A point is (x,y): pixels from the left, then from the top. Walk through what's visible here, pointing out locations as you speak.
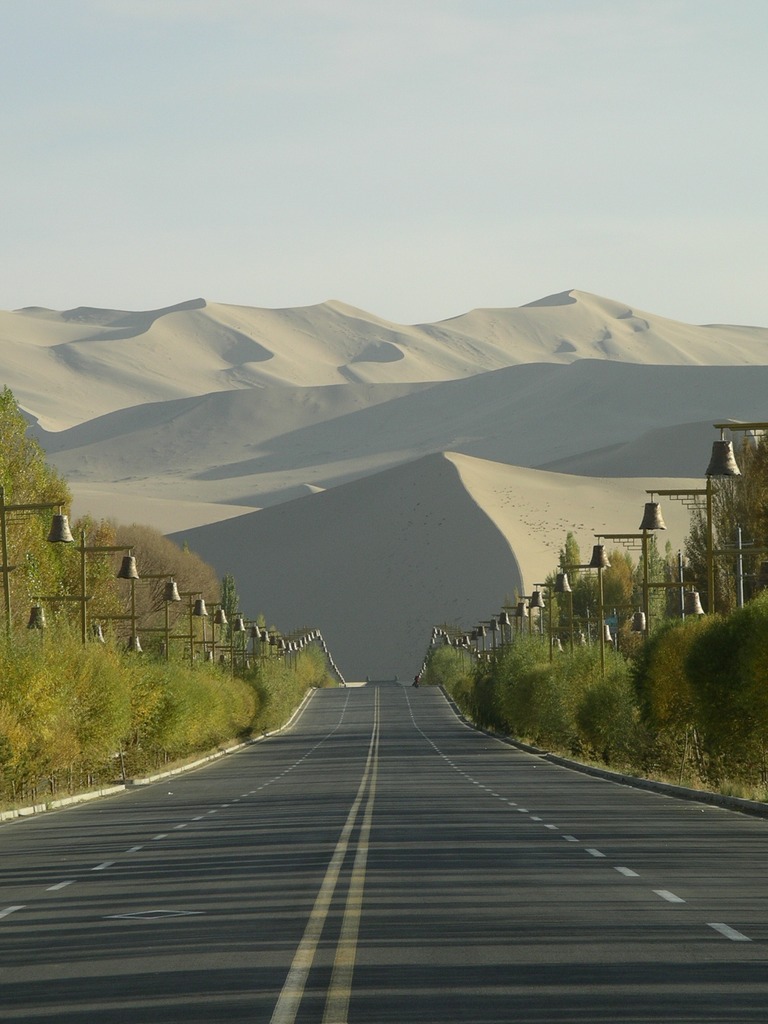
In this image there is road (435,839), on either side of the road (355,689) there are trees (582,671), bells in the background (541,338) there is sand (707,398) and a sky (393,317).
